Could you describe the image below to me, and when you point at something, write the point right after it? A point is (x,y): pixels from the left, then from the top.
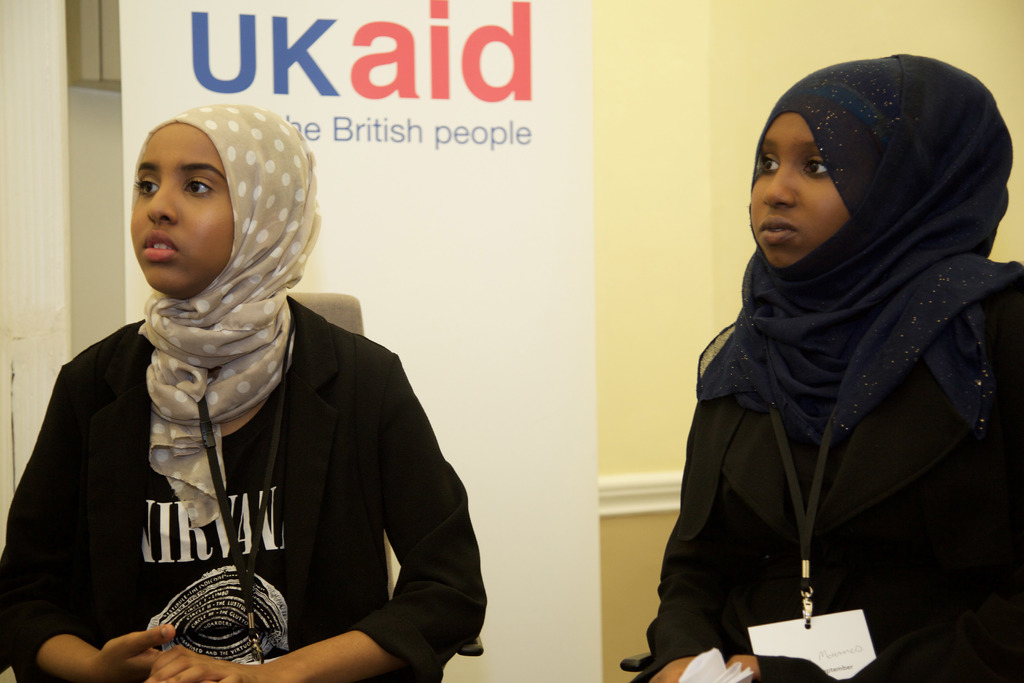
In this image I can see two women (347,487) wearing black colored dresses (437,523) and grey and black colored scarves (865,288). In the background (669,324) I can see the cream colored wall (670,115) and a banner (518,235) which is white, red and blue in color.
